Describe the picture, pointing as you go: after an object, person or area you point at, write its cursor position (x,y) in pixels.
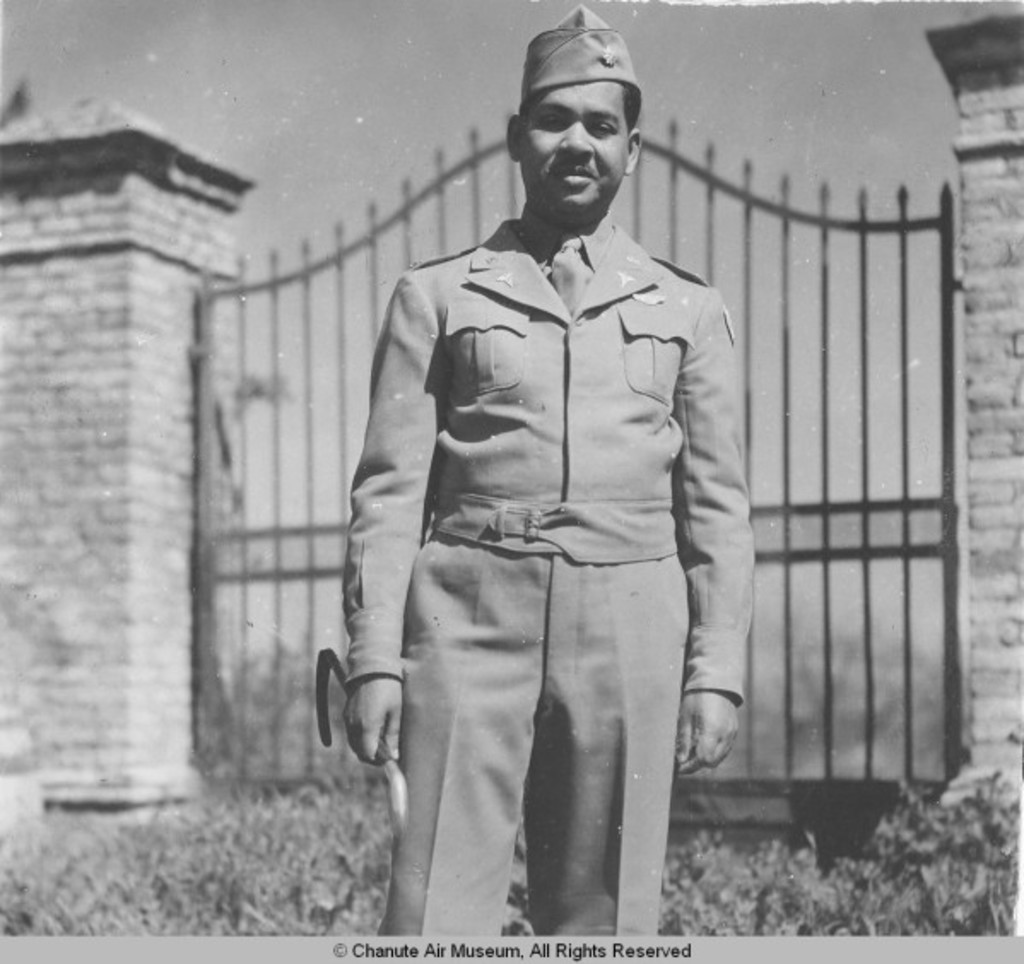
In this image we can see a person (620,518) is wearing uniform (457,834) and standing. In the background of the image (356,295) we can see a gate (870,651) which is in a blur.
